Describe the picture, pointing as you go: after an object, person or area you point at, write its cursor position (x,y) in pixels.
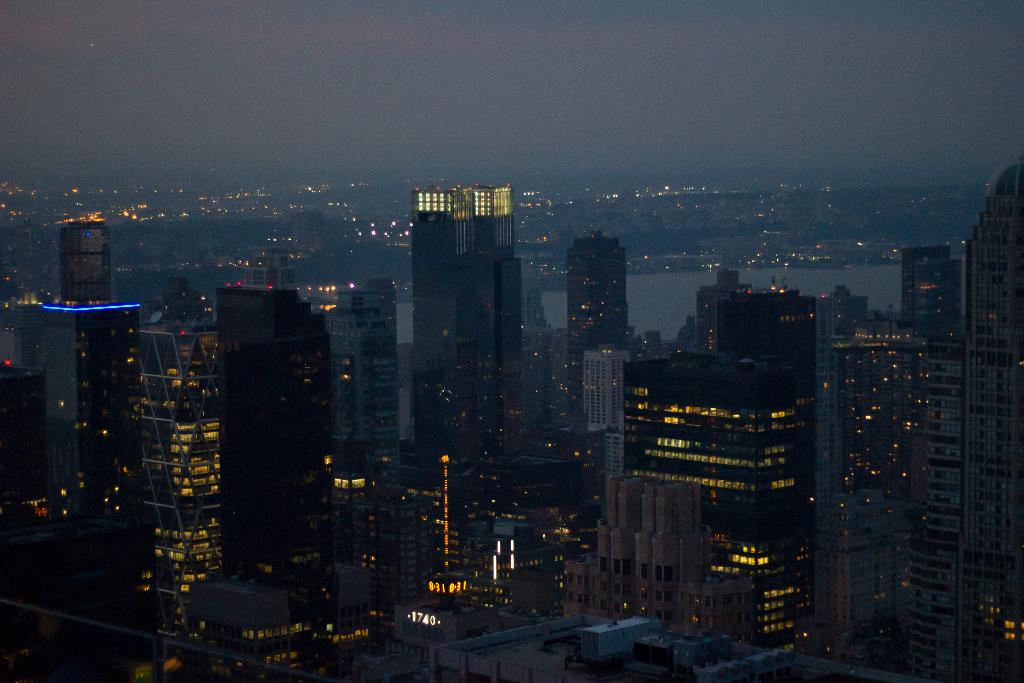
In the foreground (365,460), I can see buildings (500,567), lights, towers (621,482), water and trees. At the top (360,134), I can see the sky (497,129). This picture might be taken during night.
